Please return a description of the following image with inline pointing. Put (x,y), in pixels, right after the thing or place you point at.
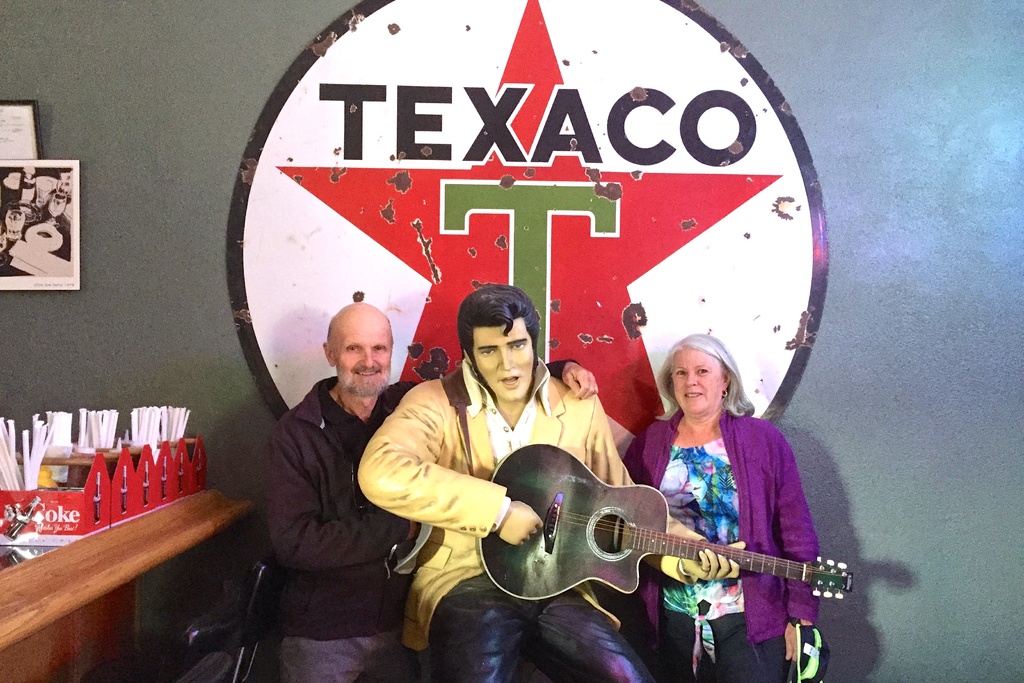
In the center of the image (598,423) there is a statue (459,559). There are two people (390,674) standing beside the statue (485,296). On the left (52,655) there is a table (63,647). In the background (166,617) there is a wall (58,313). There is a frame (60,283) attached to a wall (34,294).
